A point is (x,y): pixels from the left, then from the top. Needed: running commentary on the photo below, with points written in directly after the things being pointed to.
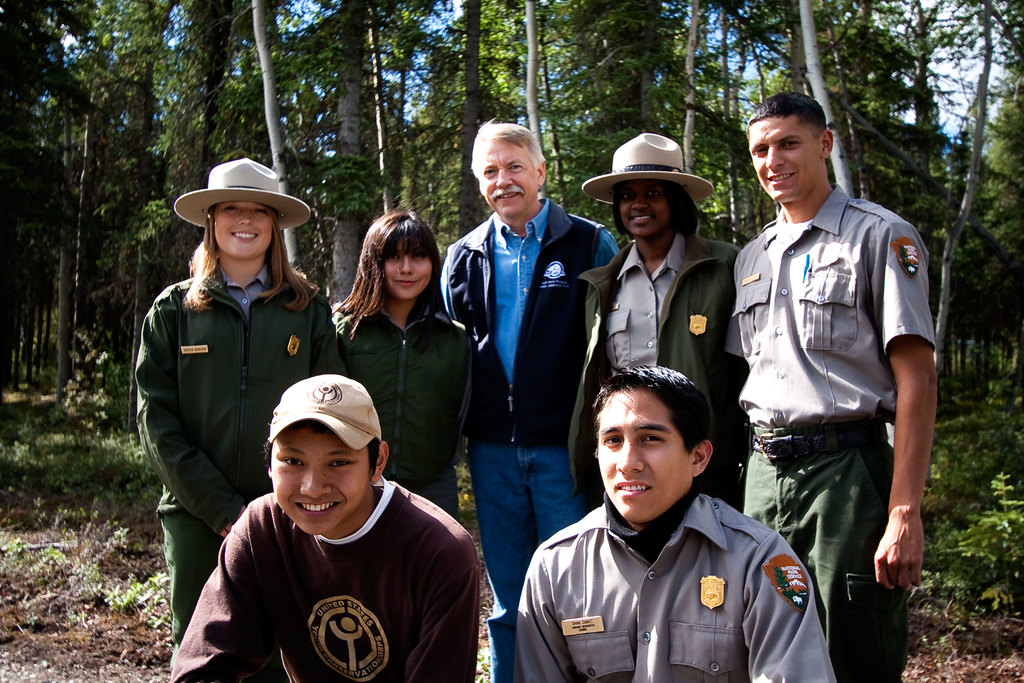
This picture shows few people (474,371) standing and few of them wore caps (614,168) on their heads (231,228) and we see trees (303,174) and few plants (70,445) on the ground (95,520).
